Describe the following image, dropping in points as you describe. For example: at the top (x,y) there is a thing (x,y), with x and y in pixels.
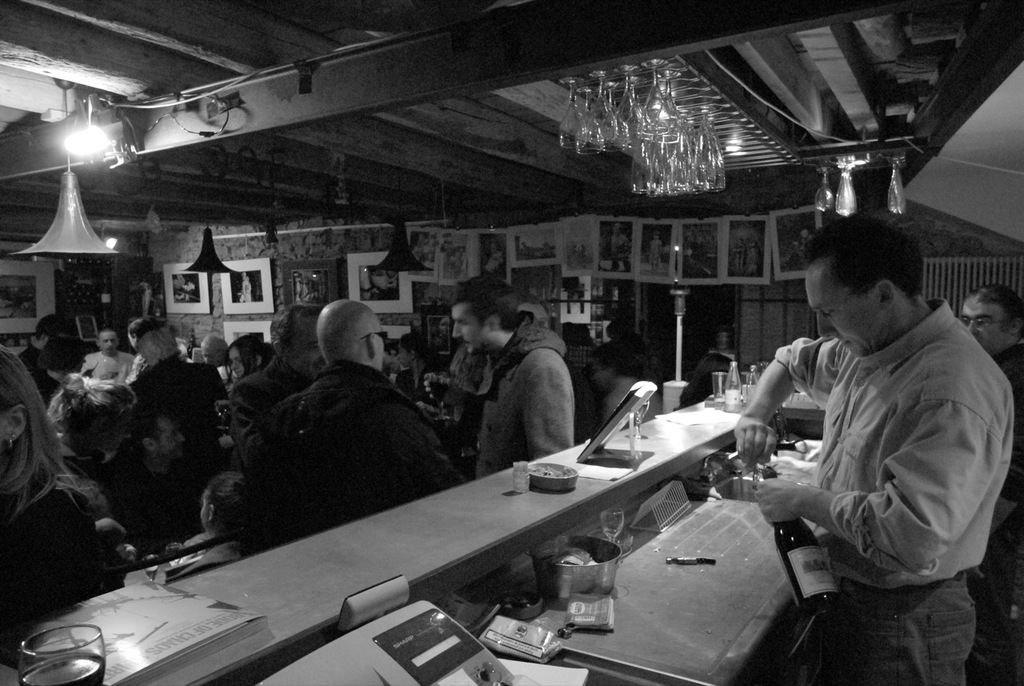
In this picture I can see a few people (306,389) standing. I can see a few people (165,391) sitting. I can see a person (835,397) holding the bottle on the right side (835,466). I can see the wine glasses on the desk (732,422). I can see a few glasses (622,134) on the roof (212,145). I can see light arrangements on the roof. I can see electronic device (456,647) on the desk (241,605).
